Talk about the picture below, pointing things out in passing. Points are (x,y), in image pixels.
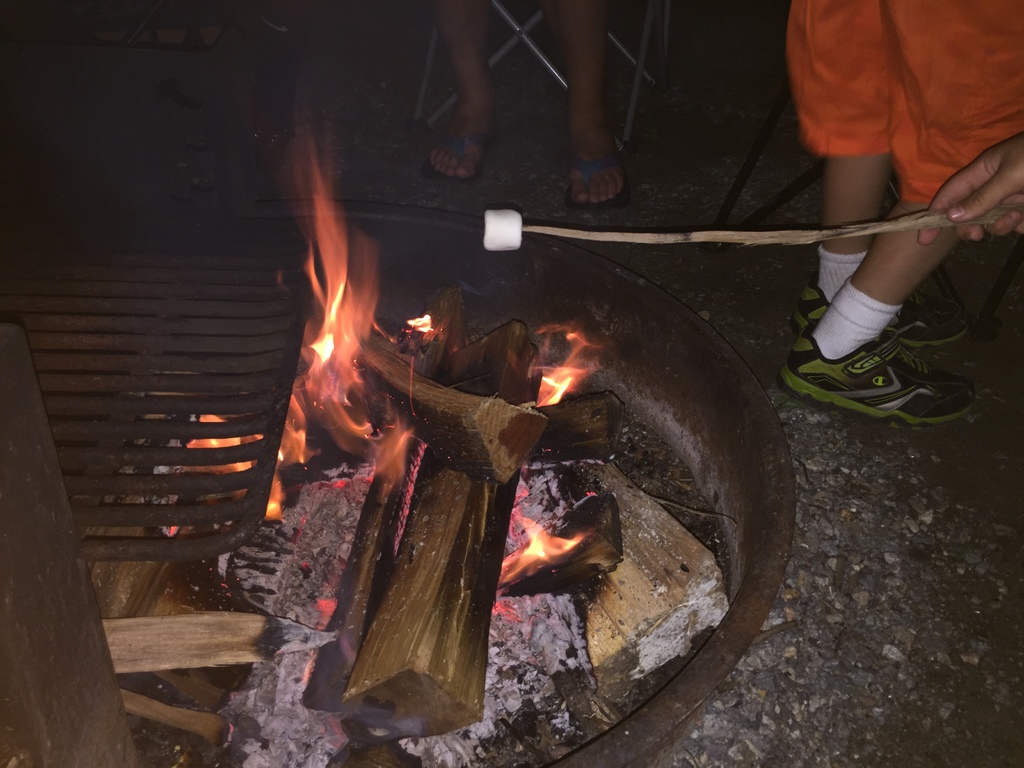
In this image we can see persons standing on the ground (825,594) and one of them is holding a stick (962,211) to which food (495,225) is attached above the campfire (449,545).
